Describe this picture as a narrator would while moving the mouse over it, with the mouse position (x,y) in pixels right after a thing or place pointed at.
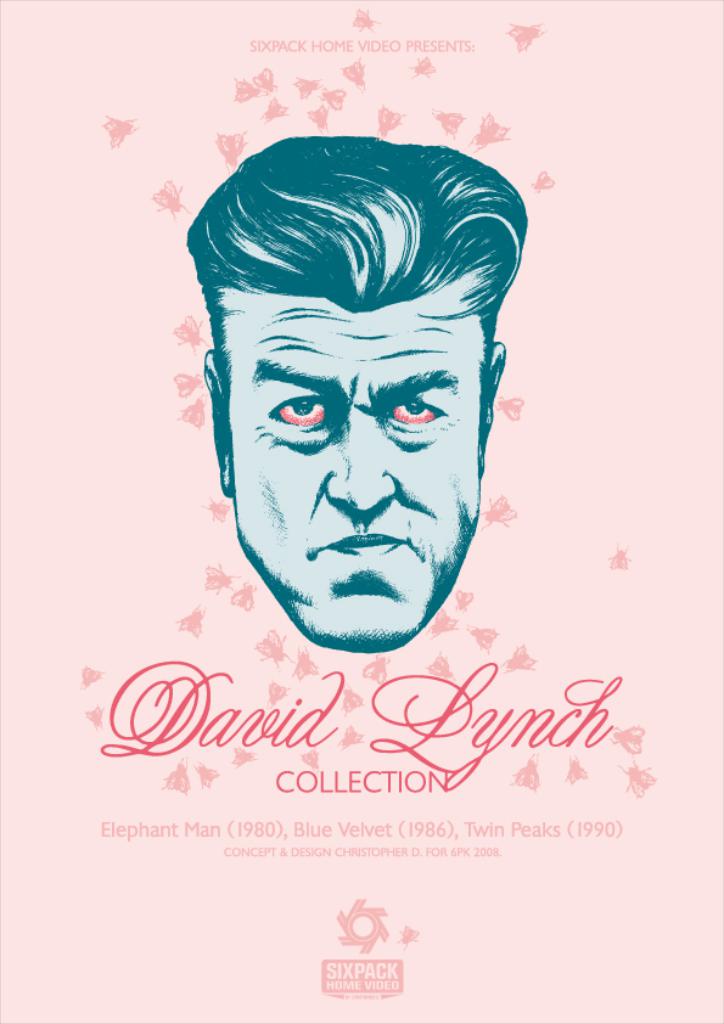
In this image I can see a person head (290,539) visible and I can see a text (570,687) written on the pink color paper (154,907).
